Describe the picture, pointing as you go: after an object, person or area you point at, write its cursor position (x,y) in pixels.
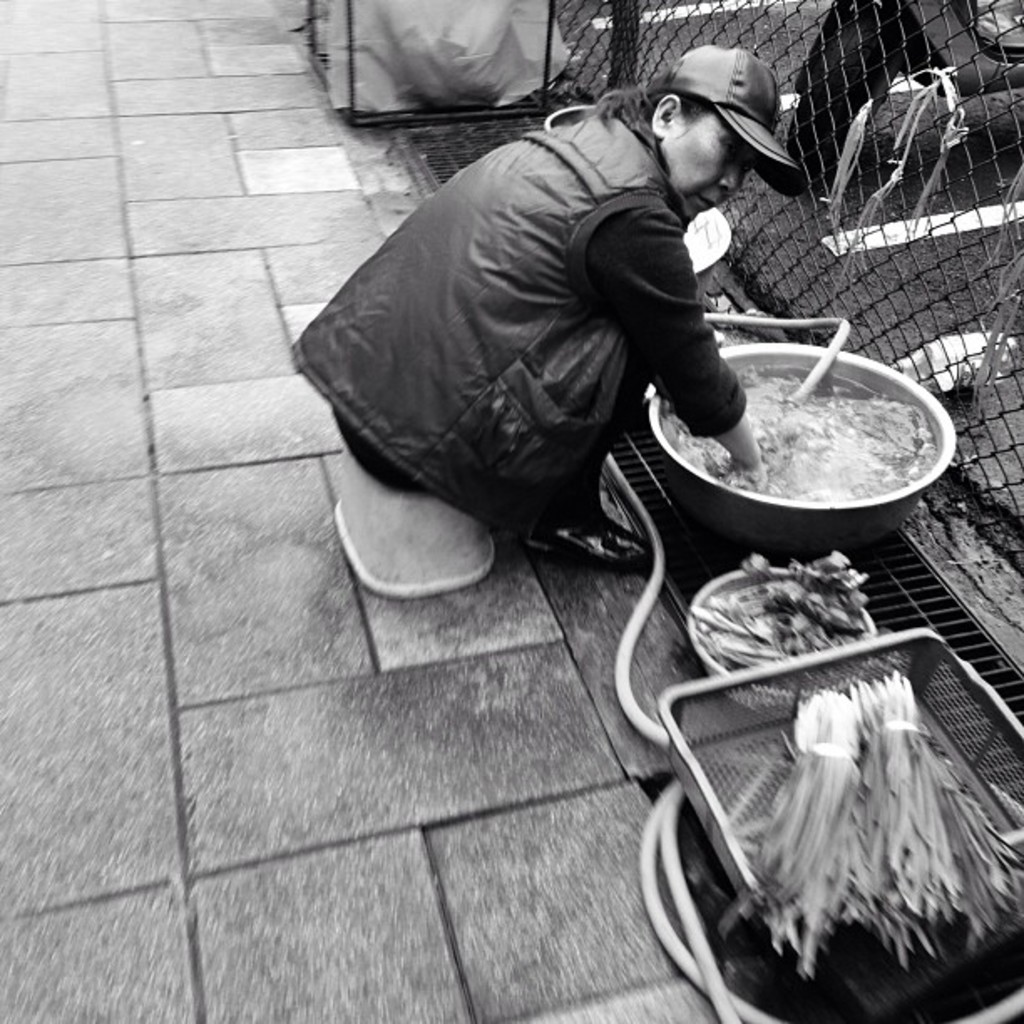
In this picture I can see there is a woman (656,294) sitting and she is mixing something in the bowl (866,501) and there are few vegetables (849,778) here. There is a fence (663,10) here.
